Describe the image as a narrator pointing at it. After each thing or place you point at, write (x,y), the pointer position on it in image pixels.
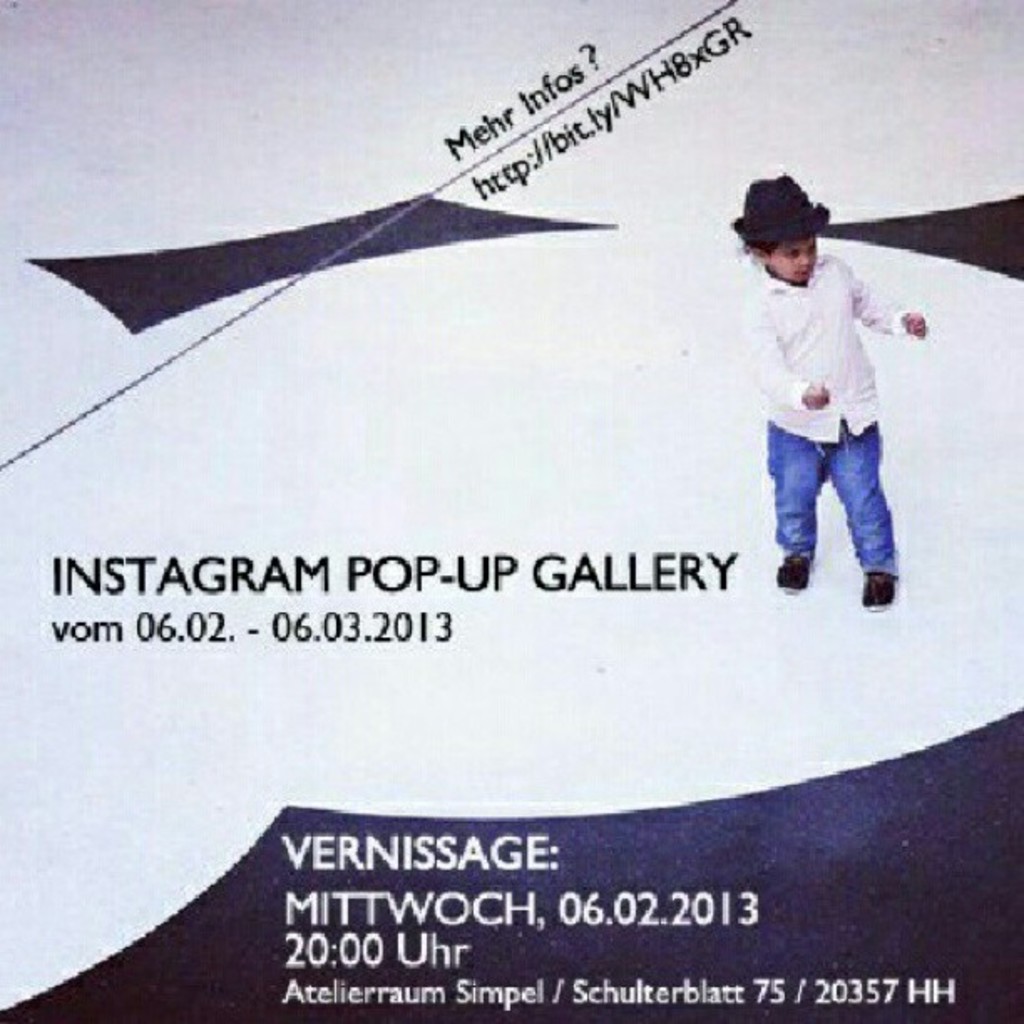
In this picture we can see a poster (428,547), in the poster (455,526) we can find some text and a kid (793,395).
